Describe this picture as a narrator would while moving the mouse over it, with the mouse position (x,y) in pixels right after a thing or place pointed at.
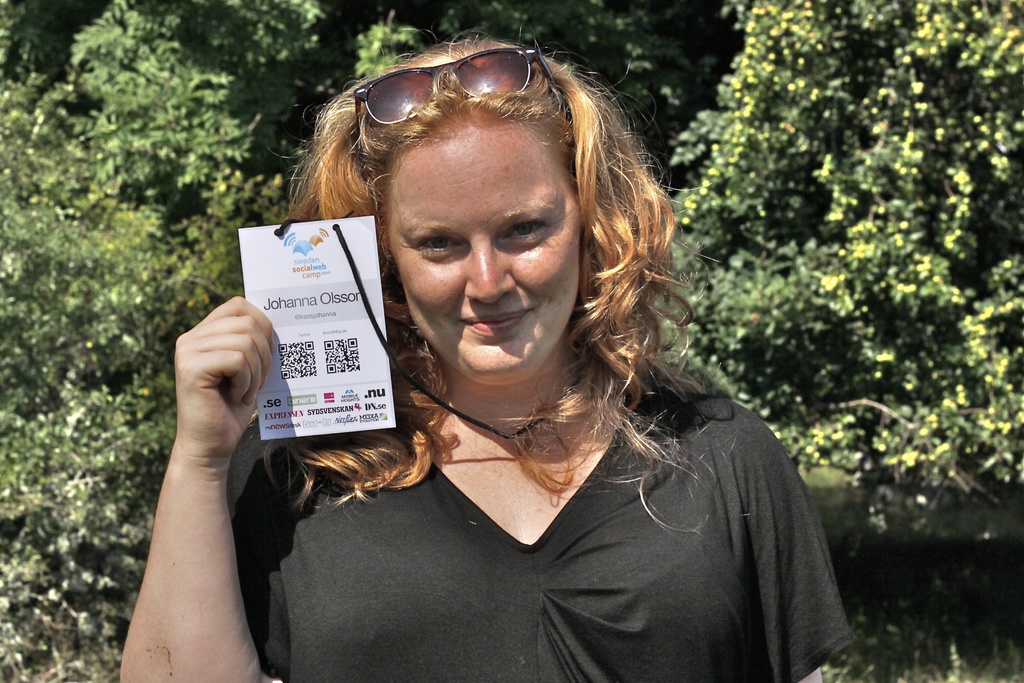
In this image we can see a woman (545,379) is holding a card (296,333) in her hand (250,338) and there is a goggle (413,108) on her head (607,239). In the background (84,284) there are trees (8,674).
